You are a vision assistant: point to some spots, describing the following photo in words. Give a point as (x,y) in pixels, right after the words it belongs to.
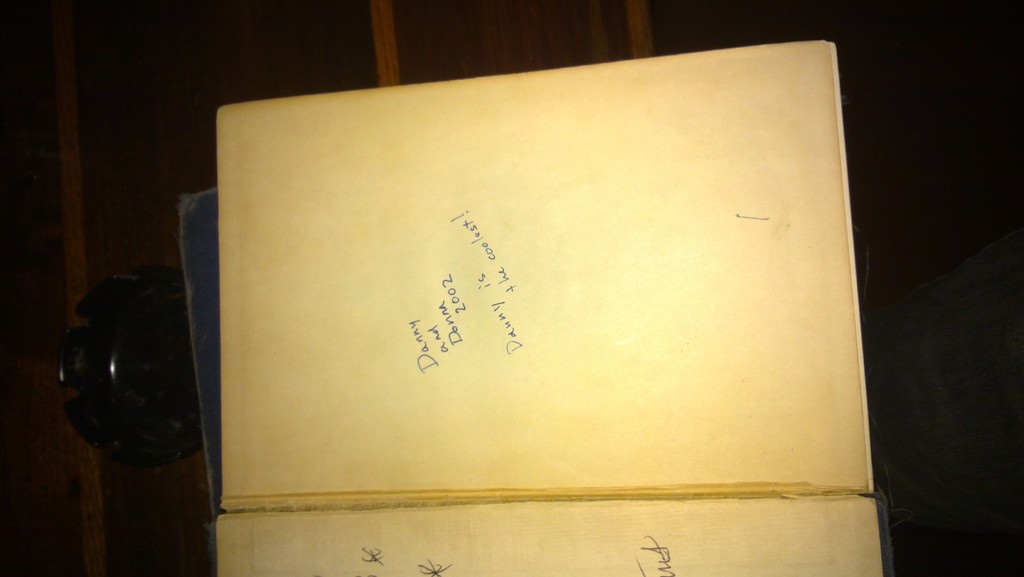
In front of the image there are books (496,273) with some text (502,329) on it. Beside the books (259,297) there is some object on the table (283,76). On the right side of the image (1012,424) we can see the leg (1000,454) of a person (886,424).
